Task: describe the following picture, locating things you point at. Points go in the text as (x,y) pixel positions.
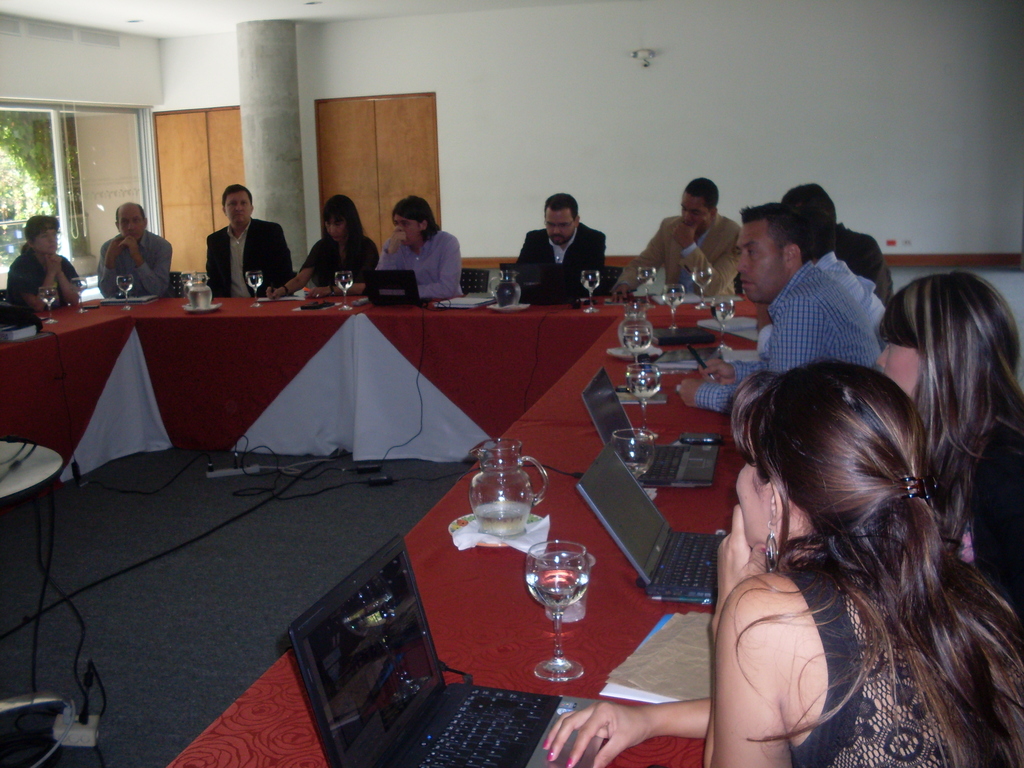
This image is clicked in a meeting room (469,340). Where there are so many tables (416,306) arranged in a rectangular manner and this table (507,586) consists of a jar (512,463), many glasses (547,543), laptops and so many people (431,240) are sitting on chairs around this table (552,646), right side (801,584) there are two women (785,531) and left side (49,230) there is one woman (50,243). There is a window (92,147) on the left side (56,196) and there is a pillar (281,86) on the left side (259,76). There are so many wires (6,631) placed in between the tables (451,608). There is a tissue (542,525) under the jar (490,509), there are books (705,681) placed near a woman (619,736) who is sitting right side (696,709).
